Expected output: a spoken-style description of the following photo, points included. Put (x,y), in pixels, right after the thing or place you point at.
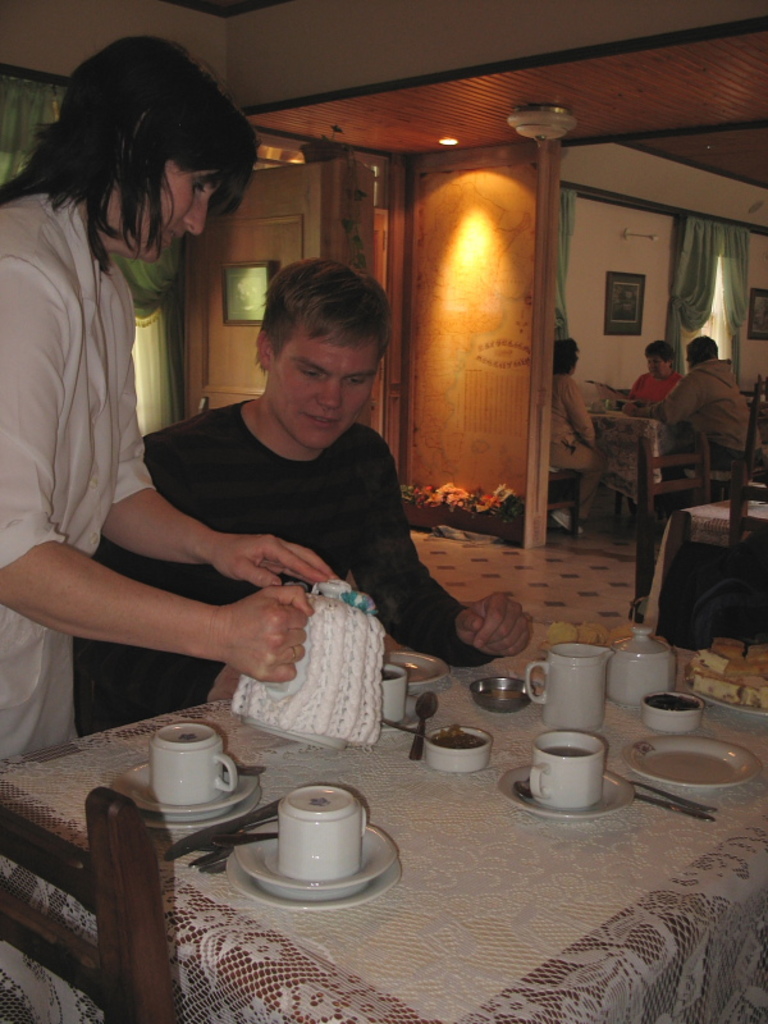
A picture of a restaurant (309,486). This person (212,461) is sitting on a chair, in-front of this person (189,673) there is a table (474,920), on a table (193,908) there are spoon (418,746), cup (535,789), saucer (522,802), bowl (506,708) and knife (259,817). This woman (133,488) is standing and holding a coffee pot (324,607). Far there are people (726,370) sitting on a chair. Light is attached to a roof (462,137). Curtain (695,276). On wall (211,303) there are different types of pictures (250,295).
